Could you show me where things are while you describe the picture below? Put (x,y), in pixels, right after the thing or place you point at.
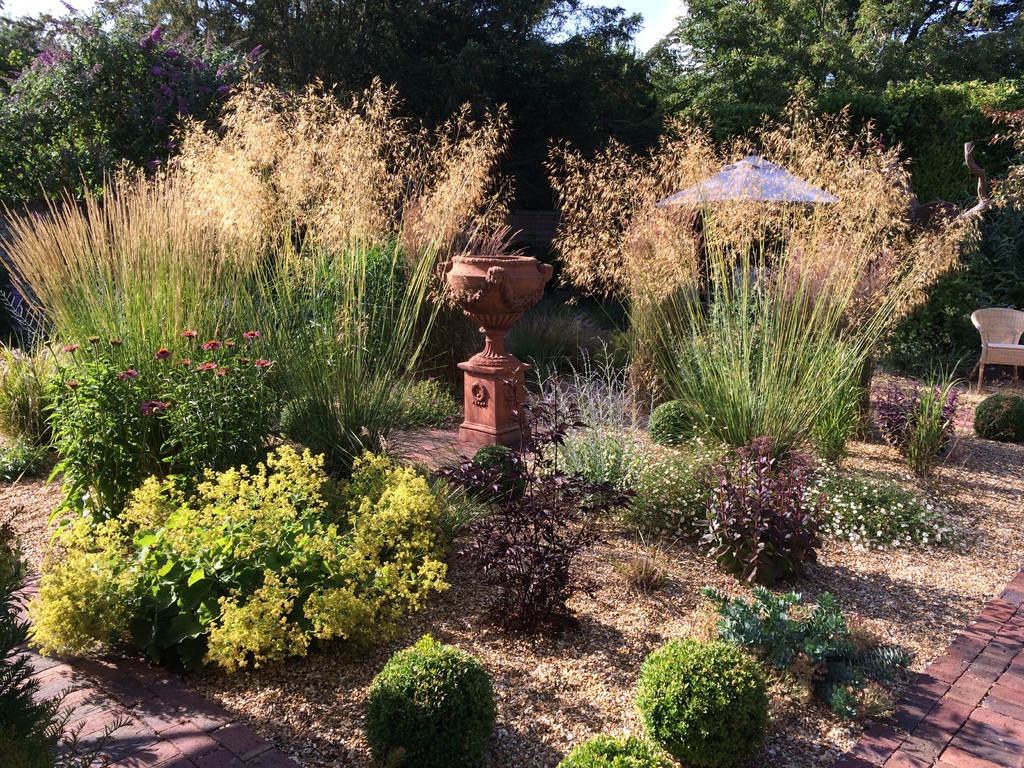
In this picture there is a flower pot (470,264) and there is an umbrella (720,198) and there is a chair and there are trees (751,29) and plants (836,602). At the top (574,26) there is sky (676,6). At the bottom (1008,554) there is a pavement (1007,699) and there is ground (552,637).
